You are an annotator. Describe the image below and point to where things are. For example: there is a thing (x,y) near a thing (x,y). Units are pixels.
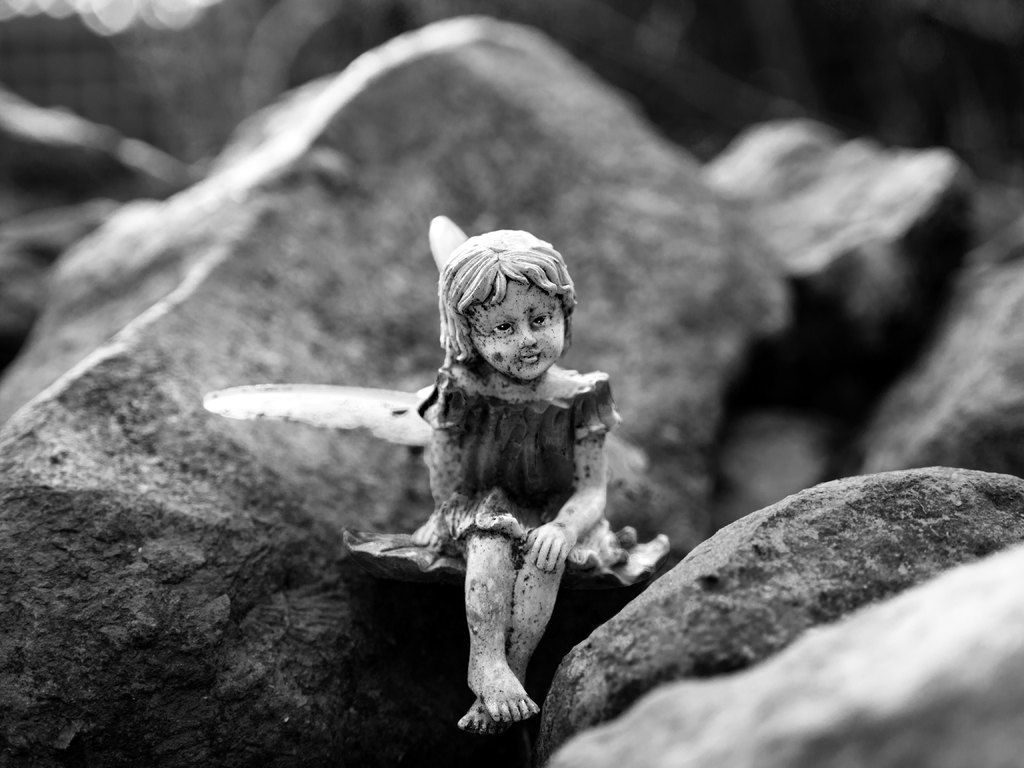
In this picture I can see statue (469,443) of a small girl (469,443) and I can see few rocks (670,200).
